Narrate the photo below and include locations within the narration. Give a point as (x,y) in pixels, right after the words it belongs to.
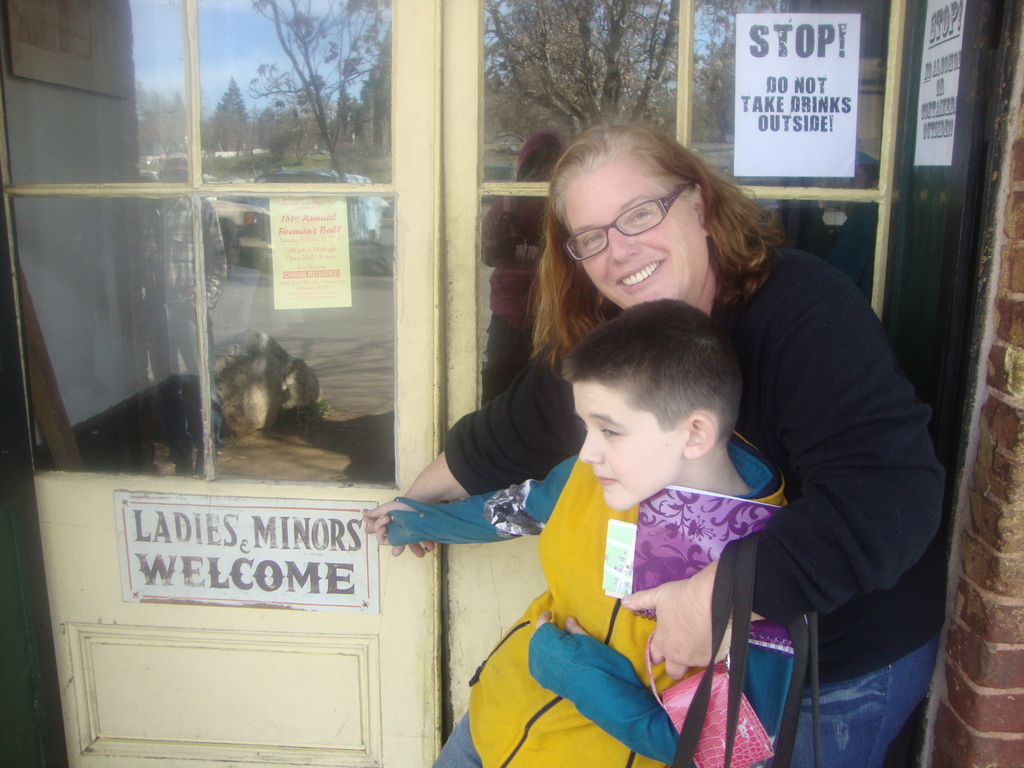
In the picture I can see a woman (780,520) wearing a black color dress (925,467) and spectacles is standing and smiling and we can see a child (601,619) wearing a yellow color jacket (645,647) is standing in front of her. In the background (265,39), I can see glass windows (109,419) on which we can see posters (934,39). Here we can see the reflection (390,30) of vehicles (237,249) on the road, we can see people (491,289) standing on the road (306,350), we can see trees (306,112) and the sky (247,72) in the background (247,72).
